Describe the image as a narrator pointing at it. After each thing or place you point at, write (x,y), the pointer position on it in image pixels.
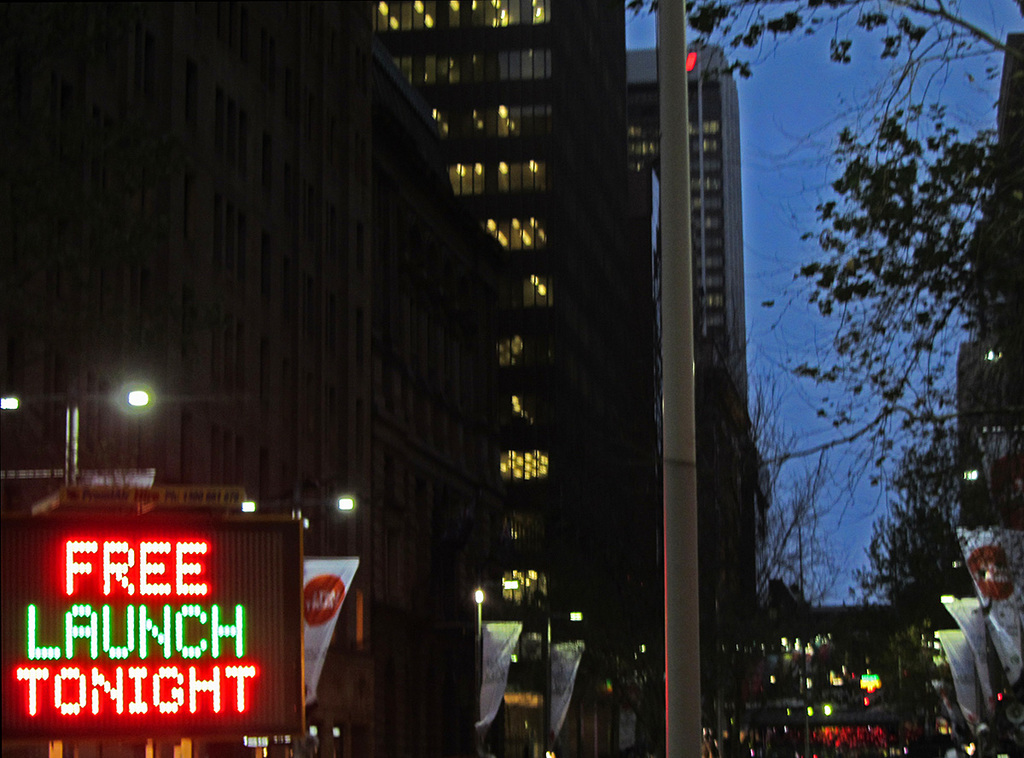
In this image, we can see a few buildings (92,373), street lights (545,689), banners (1010,667), trees (902,648), poles (692,673), digital screen (193,649). On the right side (785,274) background (805,92), we can see the sky (823,102).
